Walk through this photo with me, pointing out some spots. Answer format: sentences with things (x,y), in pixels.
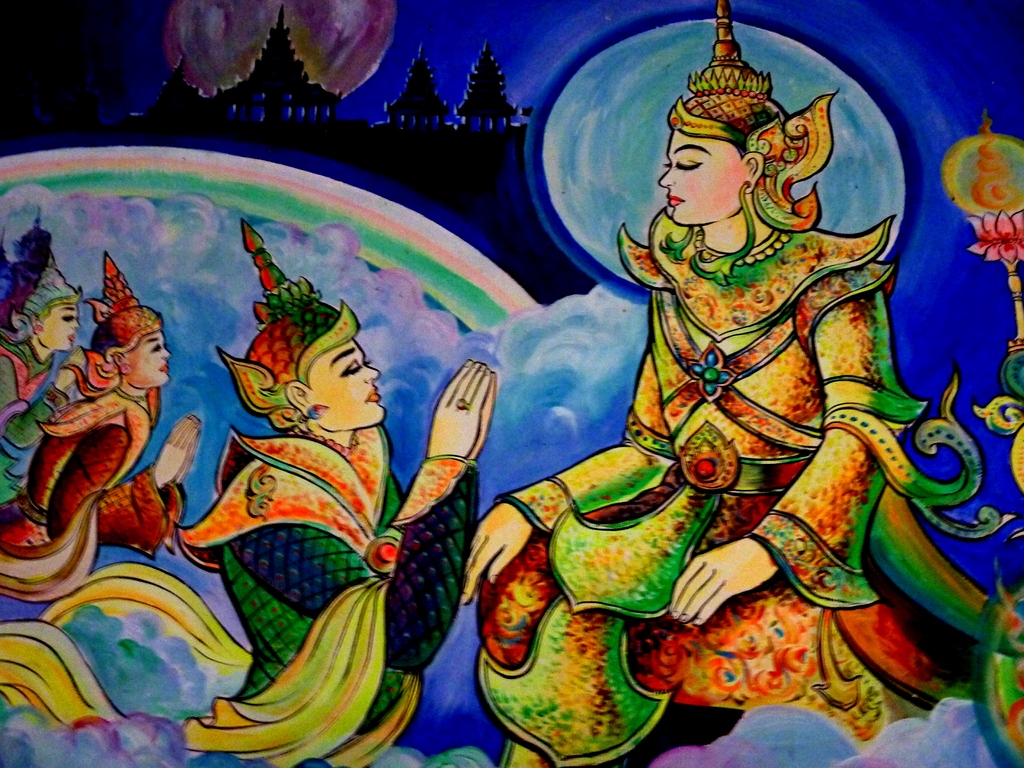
In this picture we can see painting (513,358).
